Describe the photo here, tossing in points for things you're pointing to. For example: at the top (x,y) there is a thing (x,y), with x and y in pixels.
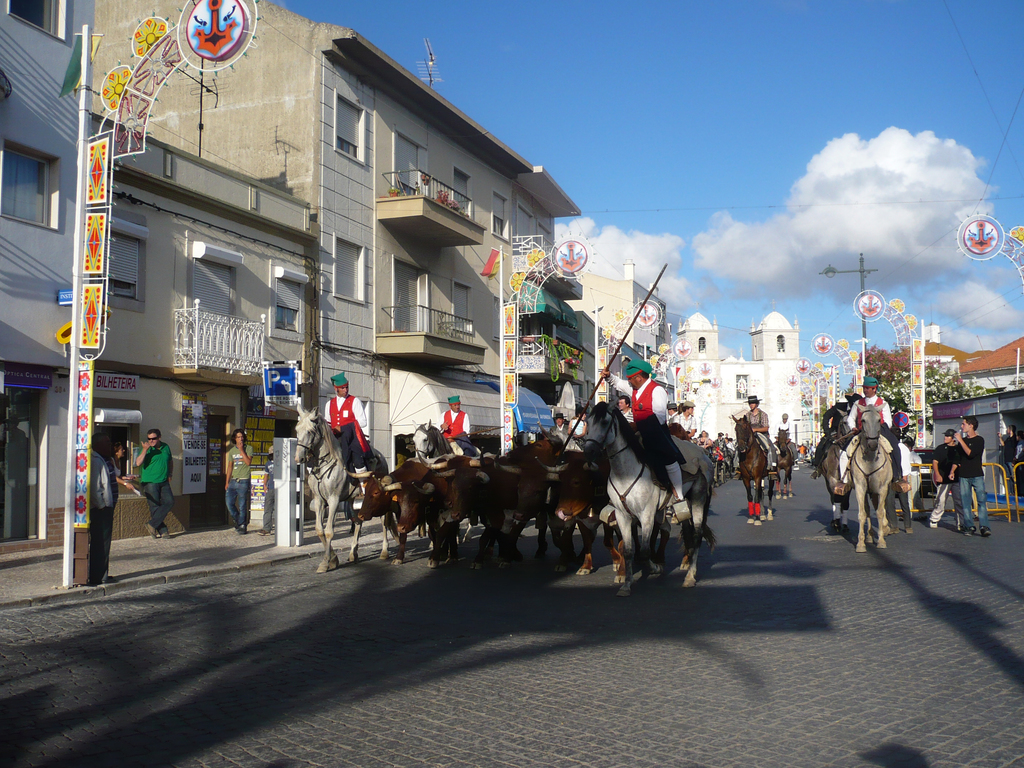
In this picture I can observe some horses (325,484) and bulls (446,510) which are in brown color on the road (510,585). There are some people (355,403) sitting on the horses (870,429). On the left side (82,386) I can observe a pole (85,436). In the background (410,314) there are buildings (765,367) and I can observe clouds (846,196) in the sky (730,204).
